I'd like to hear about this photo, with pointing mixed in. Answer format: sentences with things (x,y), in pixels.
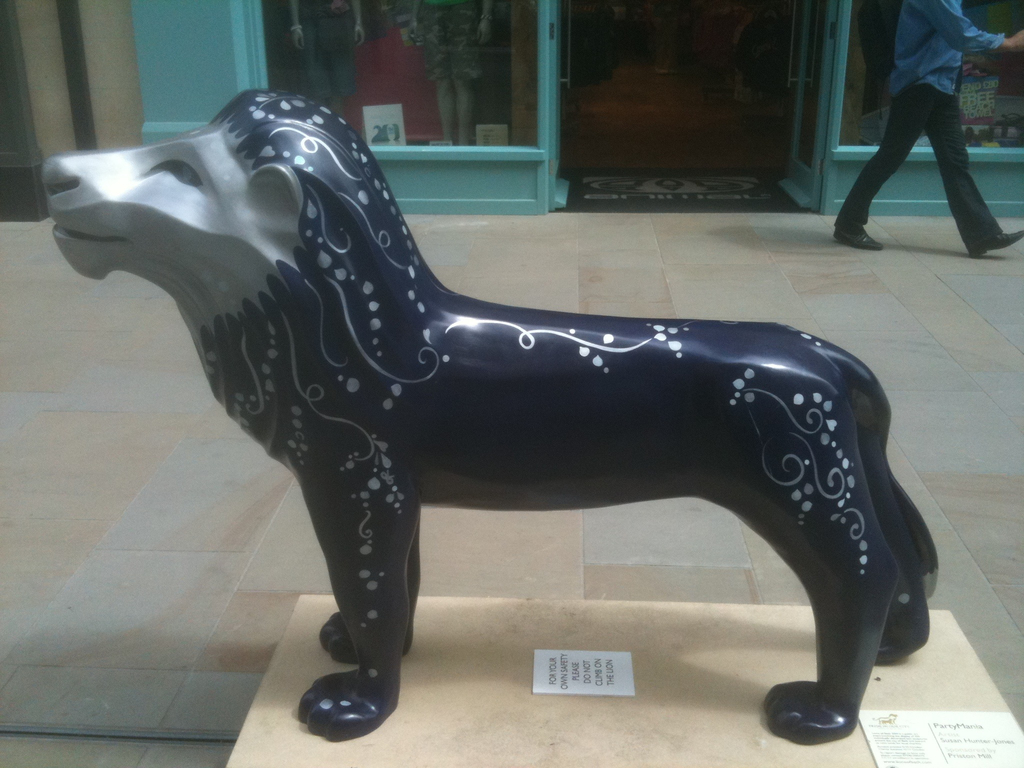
In this image I can see a statue (394,384) of an animal (394,384) which is silver and black in color on the cream colored surface (513,701). In the background (467,86) I can see a person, few glass windows (1022,115) of the building (838,192) and through the glass (472,68) I can see few mannequins (444,61) wearing dresses (324,74).
